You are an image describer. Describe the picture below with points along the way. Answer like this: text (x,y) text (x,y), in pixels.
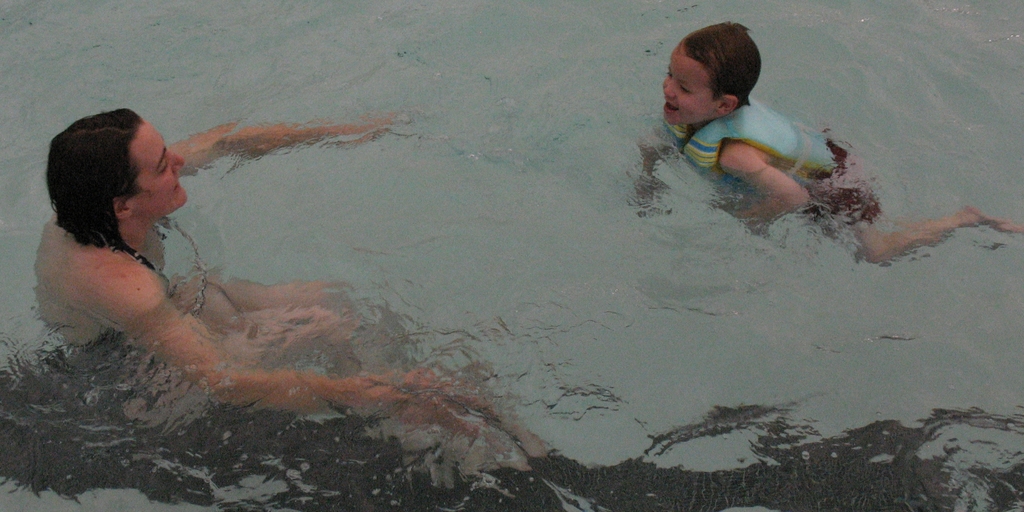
This image consists of a woman (227,316) and a kid (661,146) swimming. At the bottom (655,446), there is a water (648,461).
